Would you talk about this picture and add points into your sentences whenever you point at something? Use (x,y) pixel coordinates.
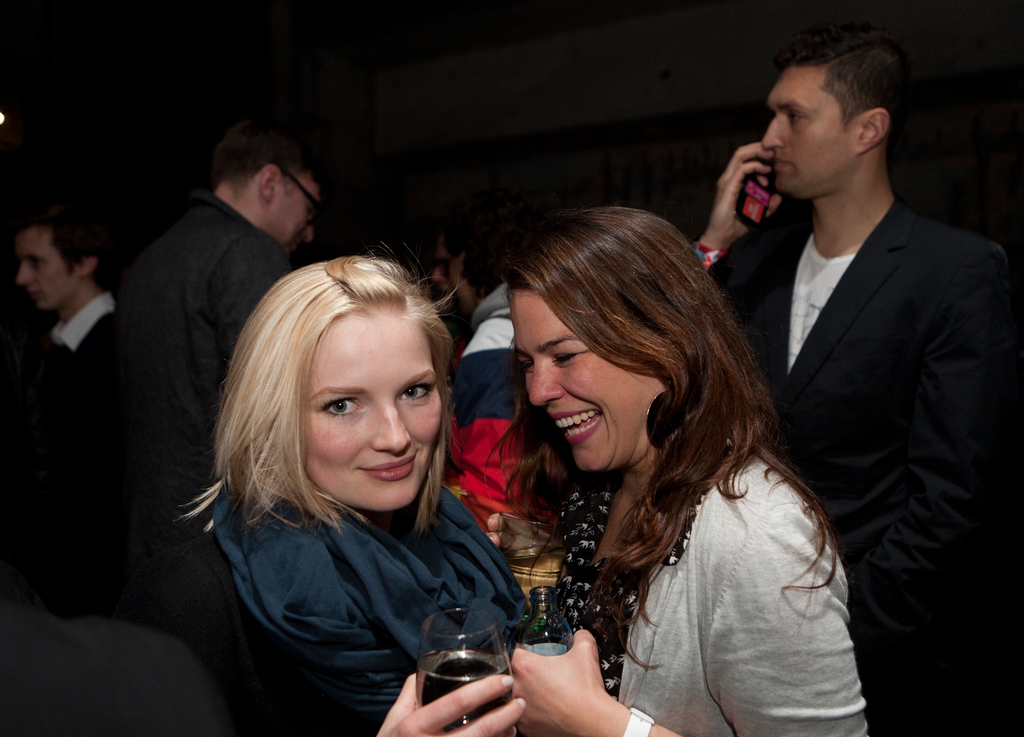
There are two women (507,625) carrying a glass (433,644) in their hands (484,682) and there are group of people (271,220) behind them.
